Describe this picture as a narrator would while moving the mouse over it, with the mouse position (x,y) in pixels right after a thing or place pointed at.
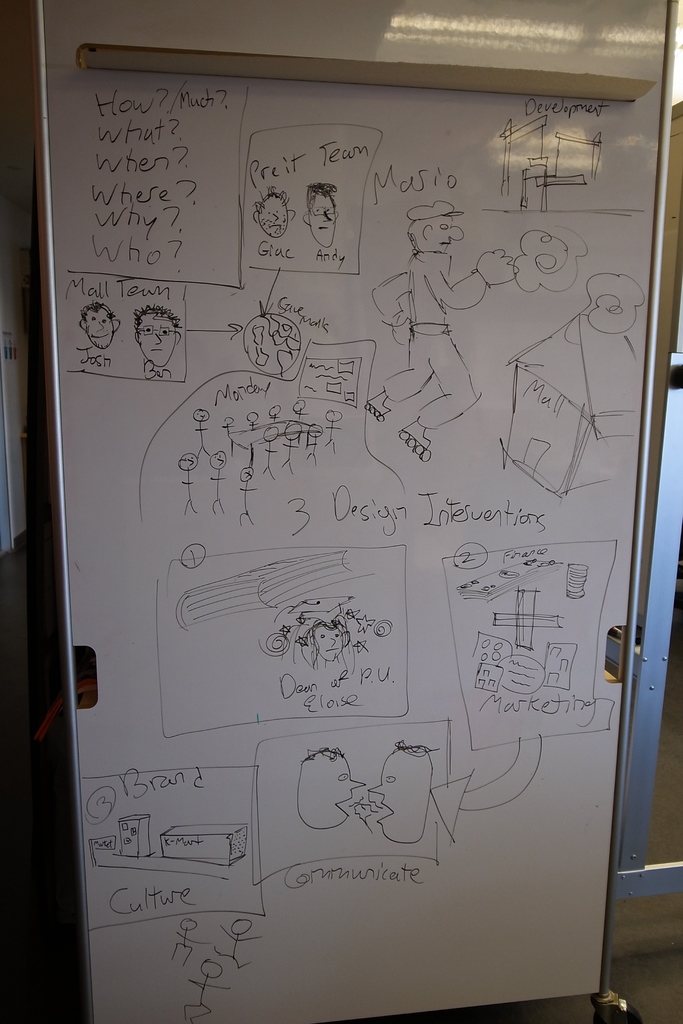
In the middle of the image (433,615) we can see a board (326,928), on the board (502,278) there is drawing (434,292).
